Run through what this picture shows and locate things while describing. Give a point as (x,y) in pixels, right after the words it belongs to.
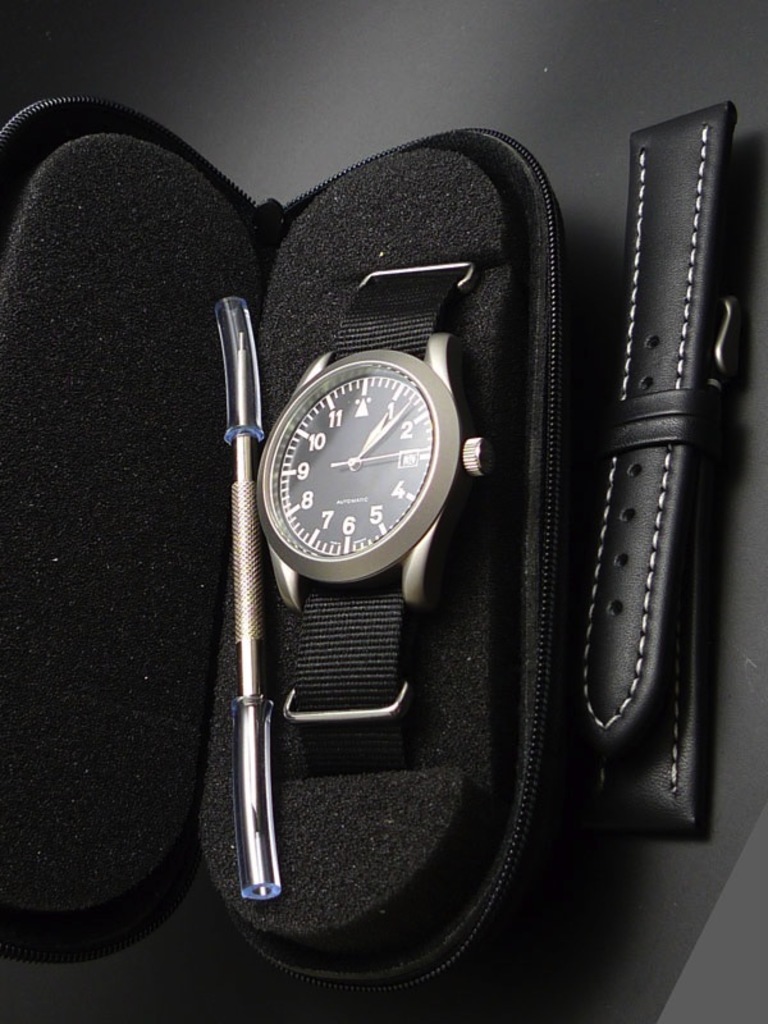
In the image there is a black watch (411,542) in a box (116,305) with a leather strap (656,336) beside it on the floor (467,55).
